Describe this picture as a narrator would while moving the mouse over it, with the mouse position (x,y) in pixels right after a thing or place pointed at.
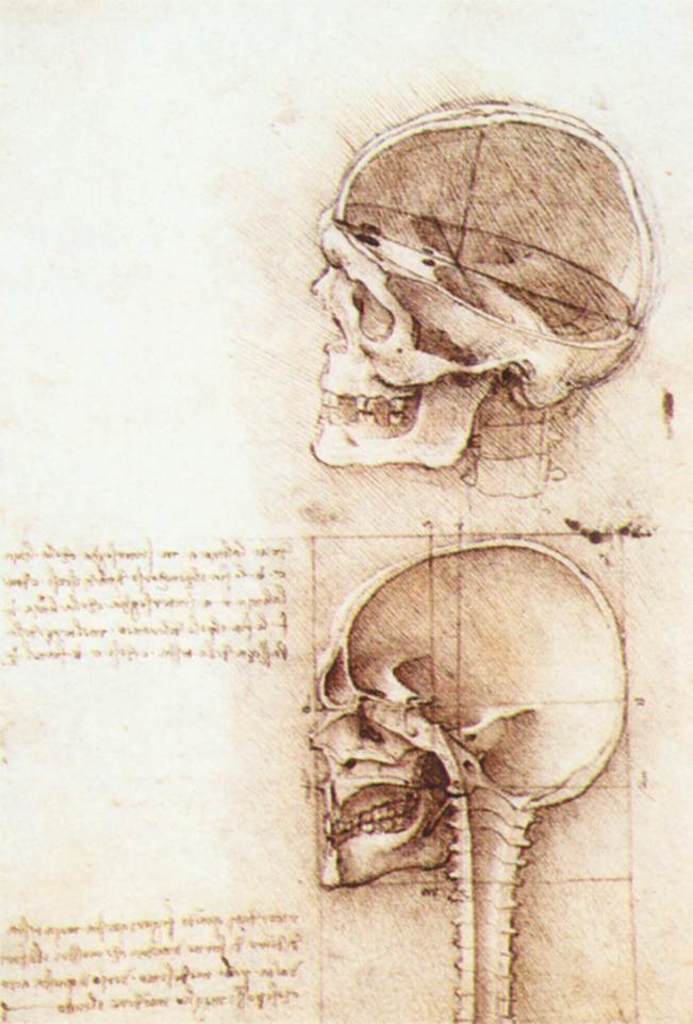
On this paper (584,482) we can see picture of skulls (434,729) and there is text (262,1000) written on it.
